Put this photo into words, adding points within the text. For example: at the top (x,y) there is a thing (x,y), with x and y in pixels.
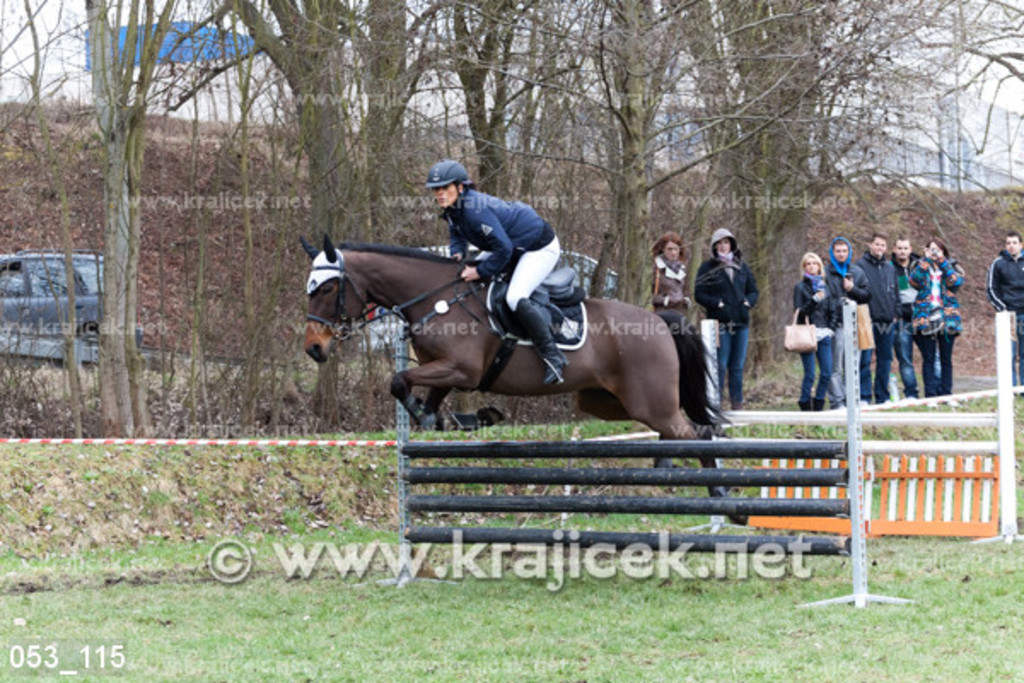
Here a person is riding the horse (617,326), this horse (607,314) is in brown color, in the right side (734,338) few people (732,251) are standing. They wore black color coats (865,262), these are the trees (123,284) in the middle (624,272).
